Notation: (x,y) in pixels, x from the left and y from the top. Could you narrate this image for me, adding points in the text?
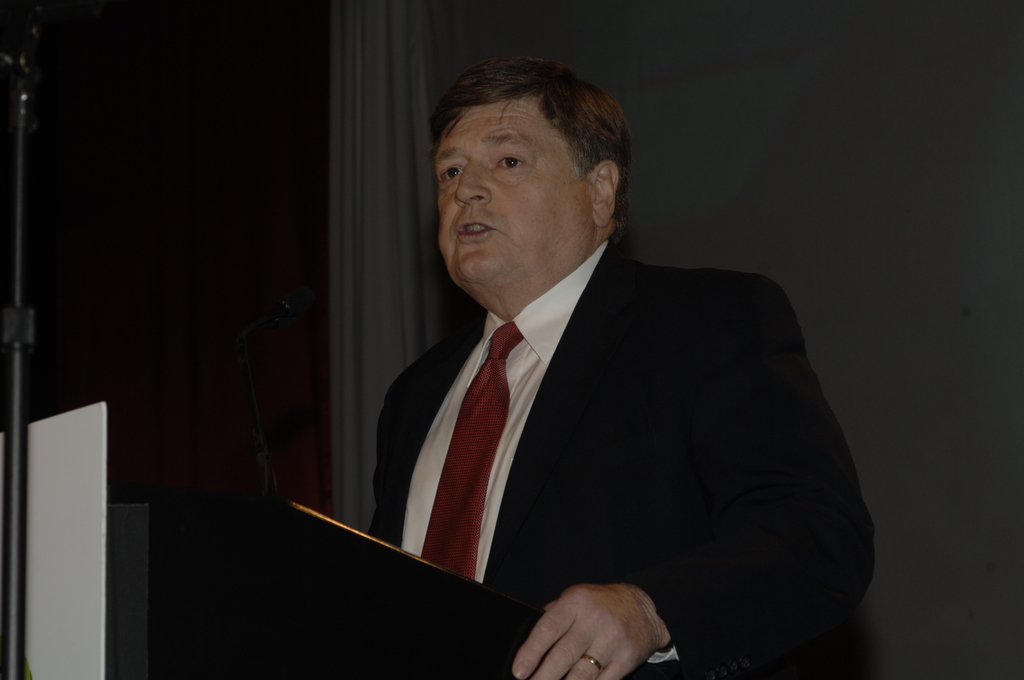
In this picture there is a man (583,479) standing, in front of him we can see a microphone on the podium (244,515). We can see board (88,557) on stand (13,503). In the background of the image (327,50) it is dark and we can see curtain (414,52).
